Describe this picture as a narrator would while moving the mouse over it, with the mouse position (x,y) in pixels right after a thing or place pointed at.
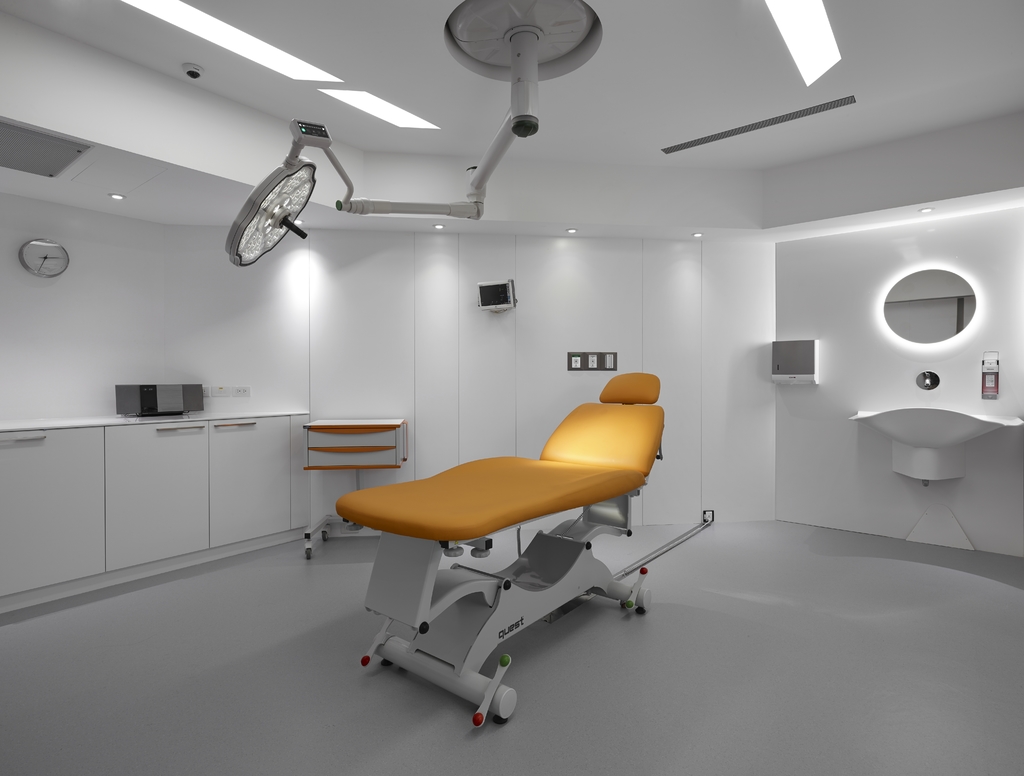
There is a bed (487,571). In the back (455,316) there is a wall (180,259). On the wall (595,296) there is a clock (49,261). On the left side (104,488) there is a platform (171,490) with cabinets (158,490). On the ceiling (362,54) there are lights (255,55) and an equipment (398,206). On the wall (592,283) there are some other things (934,416).
